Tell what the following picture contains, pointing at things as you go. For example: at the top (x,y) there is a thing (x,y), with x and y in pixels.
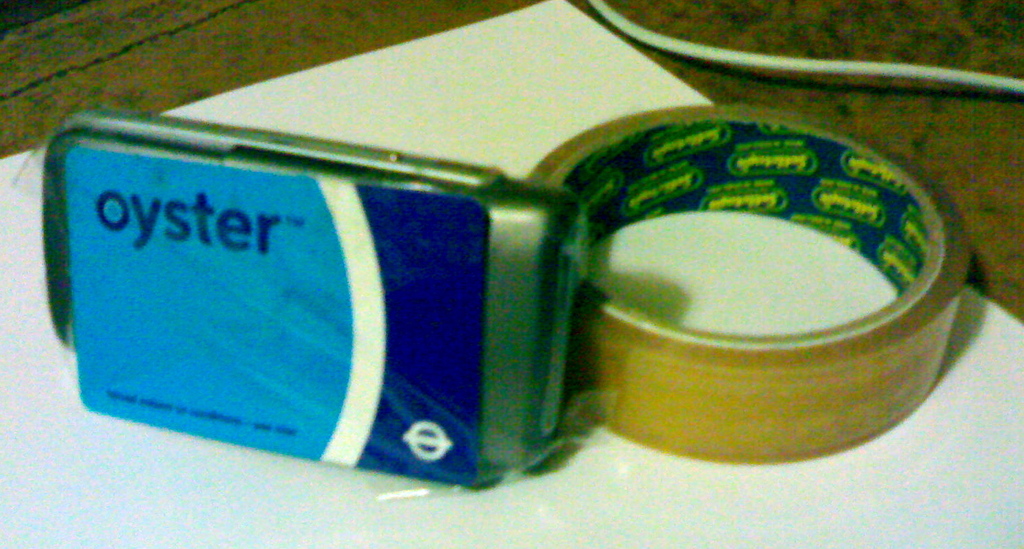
In this picture there is a tape (745,338) which is placed on a white sheet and there is another object (432,271) placed beside it and there is a cable (847,61) in the right corner (834,66).
